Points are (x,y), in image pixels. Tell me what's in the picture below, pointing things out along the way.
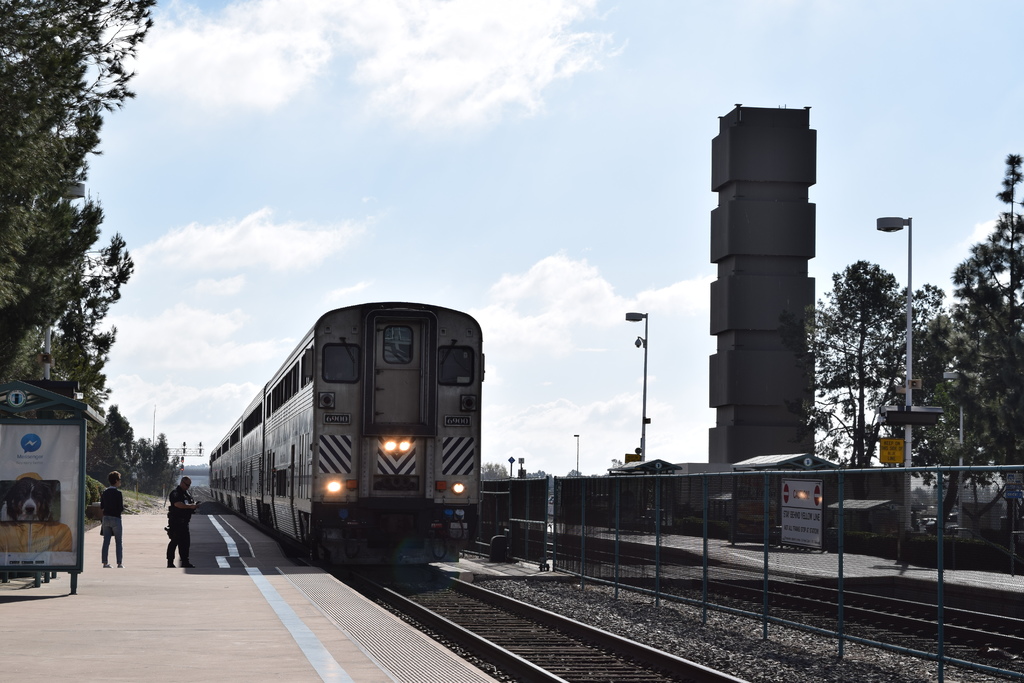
There are two persons (111,513) and trees (147,486) are present on the left side of this image (72,347) and there is a train (467,487) and railway tracks (606,649) in the middle of this image (423,449). We can see trees (922,367) on the right side of this image (951,413). There is a cloudy sky (591,236) at the top of this image (515,172).
